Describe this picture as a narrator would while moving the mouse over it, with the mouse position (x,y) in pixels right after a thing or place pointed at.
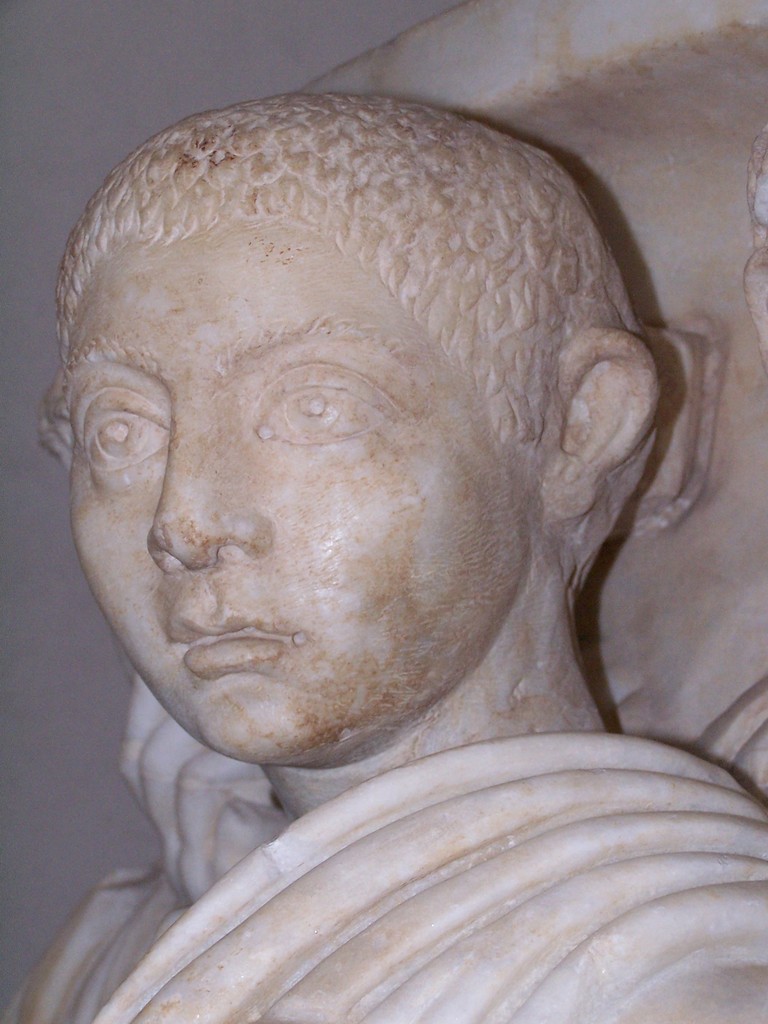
In the image we can see a statue (541,188).
